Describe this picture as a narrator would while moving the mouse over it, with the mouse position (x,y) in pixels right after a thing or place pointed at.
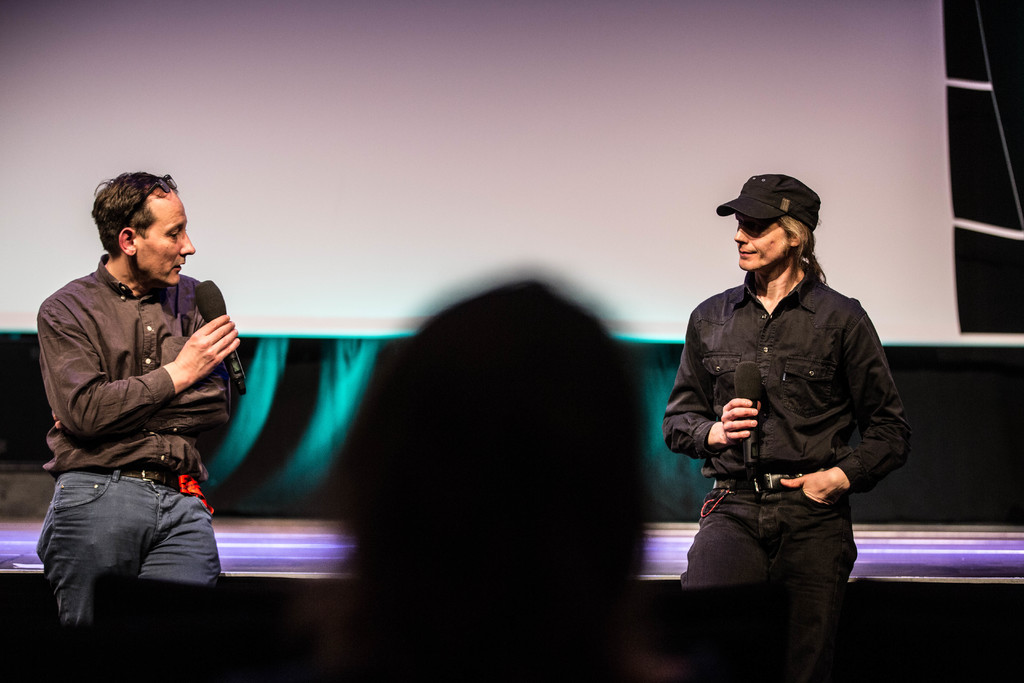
In this picture there are two men (689,360) on the right (689,368) and left side of the image (121,307).
